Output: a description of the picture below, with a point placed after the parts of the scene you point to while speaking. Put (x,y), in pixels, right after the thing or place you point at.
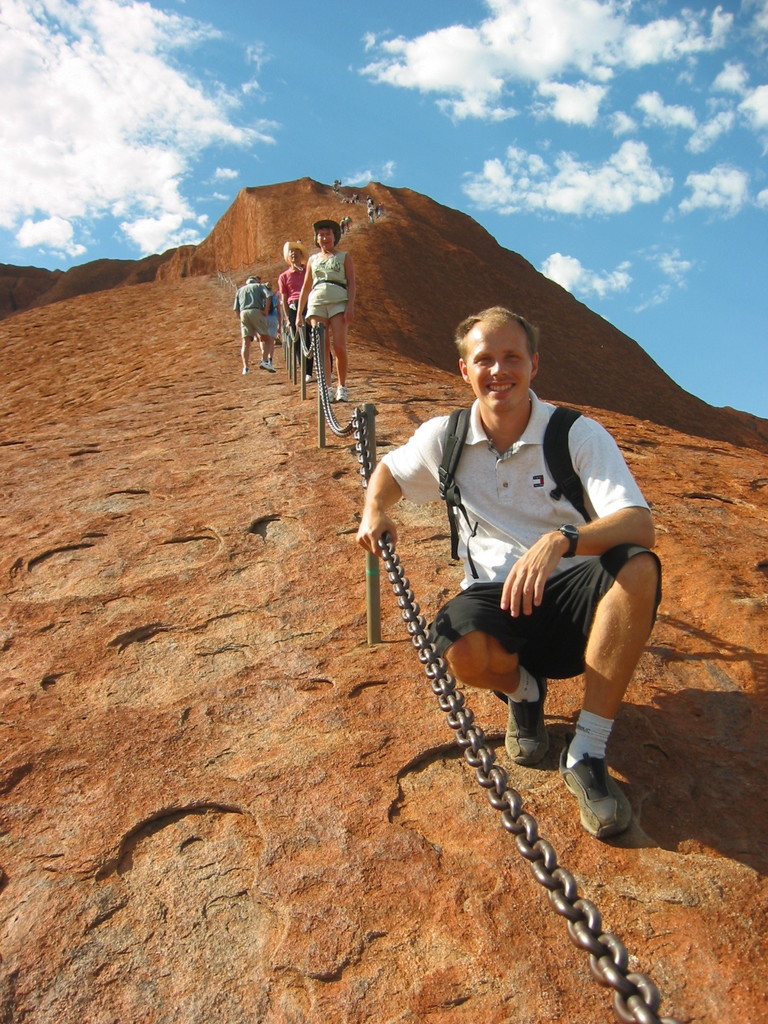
In this image I can see the rocky surface (245,517) which is brown in color and I can see a person (492,559) wearing white shirt (509,545) and black short (557,591) is sitting, few poles (376,612), a black chain (390,569) attached to the poles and few persons (300,323) standing. In the background (470,274) I can see a mountain (304,197), few persons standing and the sky (366,142).
